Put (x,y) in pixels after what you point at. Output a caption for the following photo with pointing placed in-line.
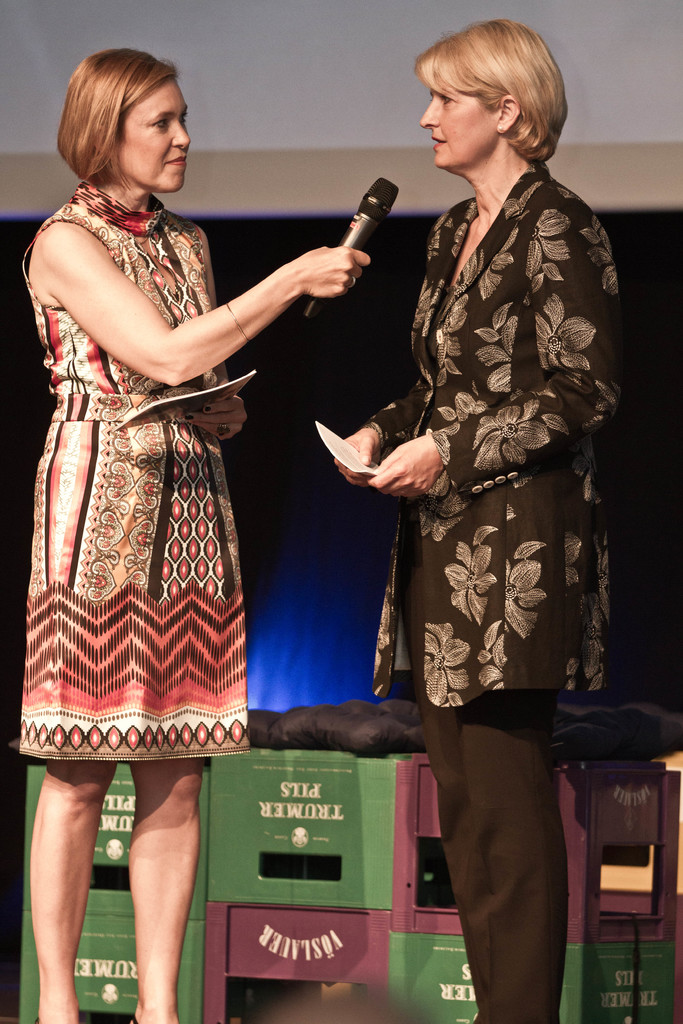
In this picture we can see two women (89,452) standing and a woman (114,688) holding a mic (386,211) with her hand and in the background (263,910) we can see boxes (219,882), some objects (291,739) and it is dark.
